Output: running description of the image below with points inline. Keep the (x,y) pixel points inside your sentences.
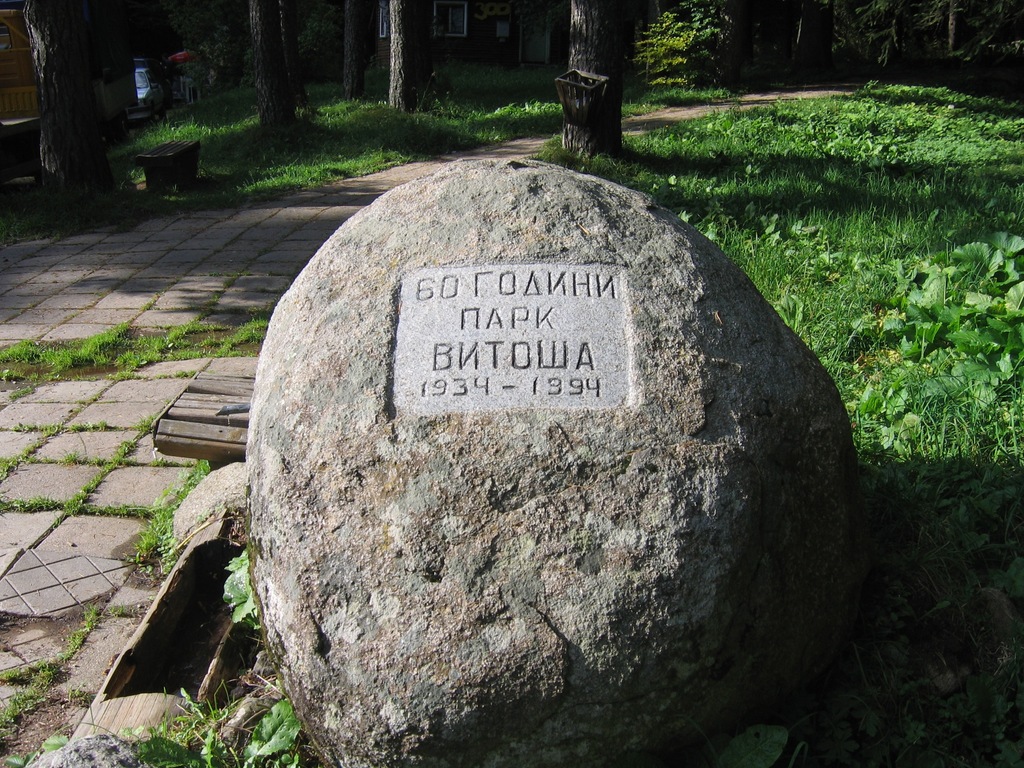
In the picture I can see a rock (500,504) which has something written on it. In the background (841,255) I can see trees (133,12), plants (797,237), the grass (820,271) and some other objects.
